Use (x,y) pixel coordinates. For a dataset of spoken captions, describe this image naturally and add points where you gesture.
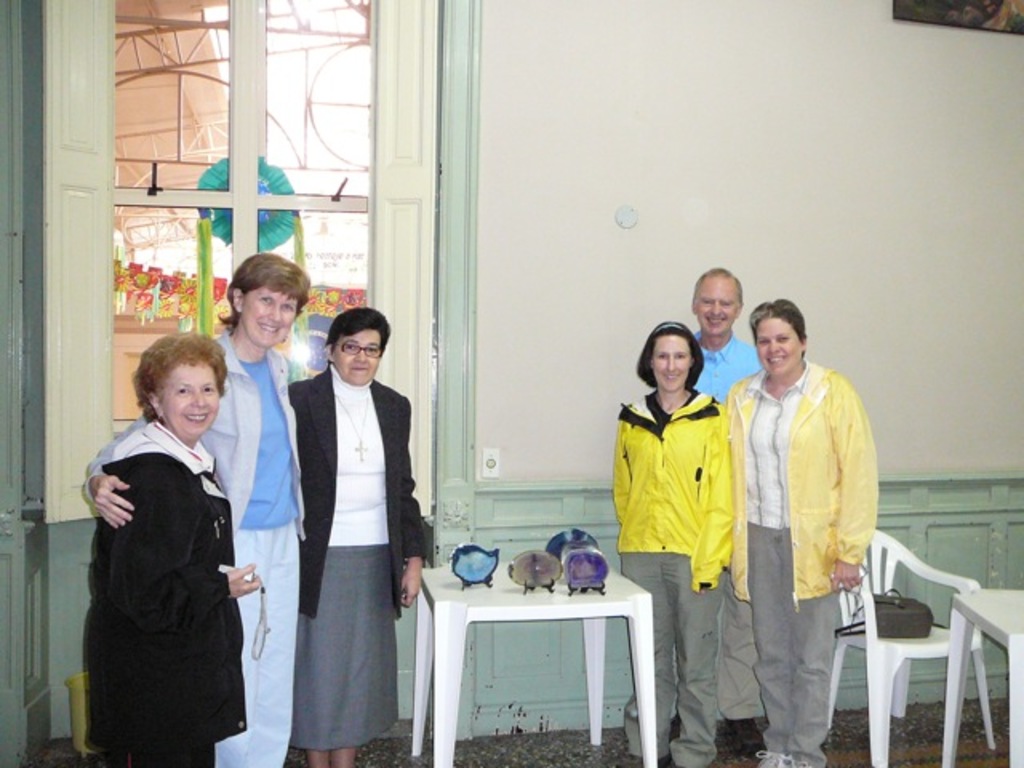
In this image, we can see few people (729,554) are standing. They are watching and smiling. Here we can see tables (1023,631), chair (986,701) and a few objects (552,583). Background (645,277) we can see wall (629,296), glass window (348,296), painting (943,16). Through the glass window (165,257), we can see decorative objects (143,268) and rod (130,159).
